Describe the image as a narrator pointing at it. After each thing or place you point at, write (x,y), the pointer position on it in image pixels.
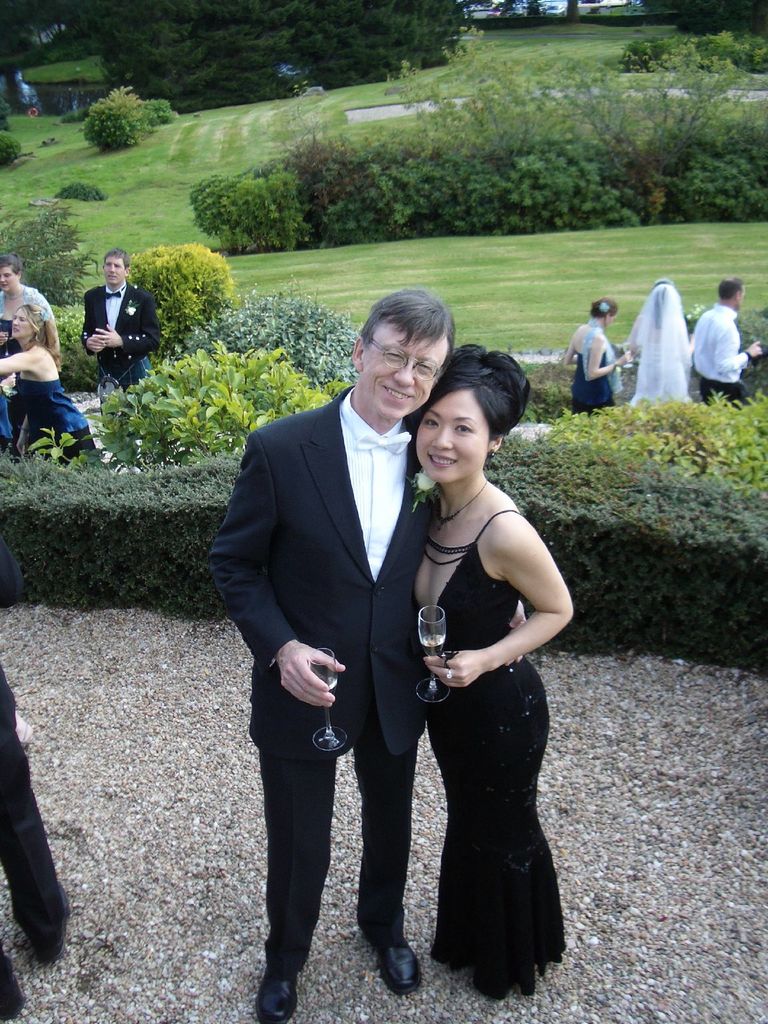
In the image I can see people (434,471) are standing among them the people (368,635) in the front (400,588) are holding glasses (325,673) in hands (322,661) and smiling. In the background (493,254) I can see the grass (478,257), plants (247,342), trees (144,83) and other objects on the ground (303,110).
